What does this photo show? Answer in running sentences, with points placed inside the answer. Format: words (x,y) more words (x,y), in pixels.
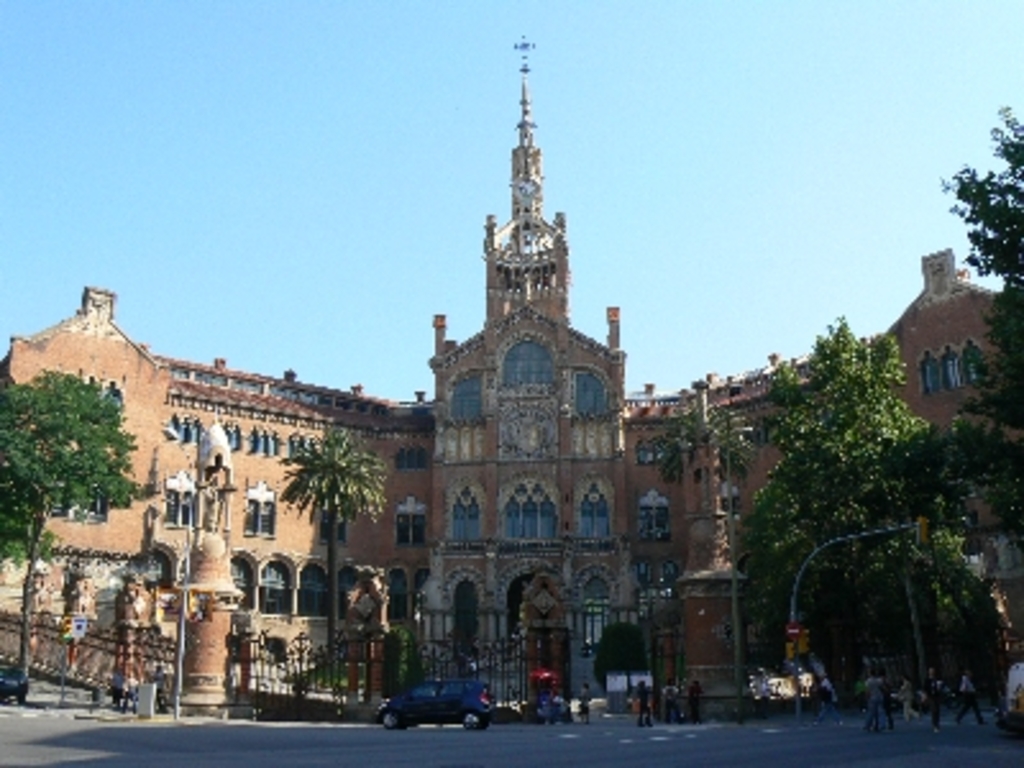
In the background of the image (517,441) there is a building (638,433). There are trees (333,490). In the bottom of the image (512,724) there is road (70,747). There is a car (422,696) on the road (208,732). There are people (587,690). There is a gate (481,663). At the top of the image (634,110) there is sky (164,149).
